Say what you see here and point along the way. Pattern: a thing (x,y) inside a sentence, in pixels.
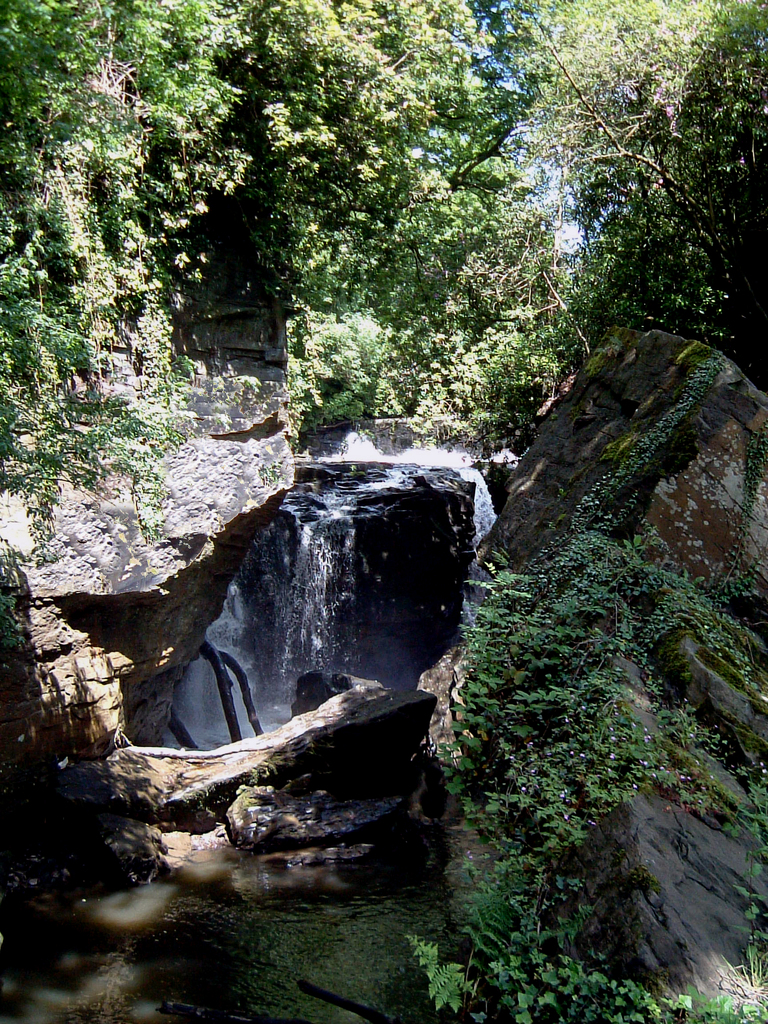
In this picture we can see the trees (560,34), rocks (441,523) and waterfall (291,663). At the bottom of the image (353,939) we can see the plants (585,992) and water (233,962).
